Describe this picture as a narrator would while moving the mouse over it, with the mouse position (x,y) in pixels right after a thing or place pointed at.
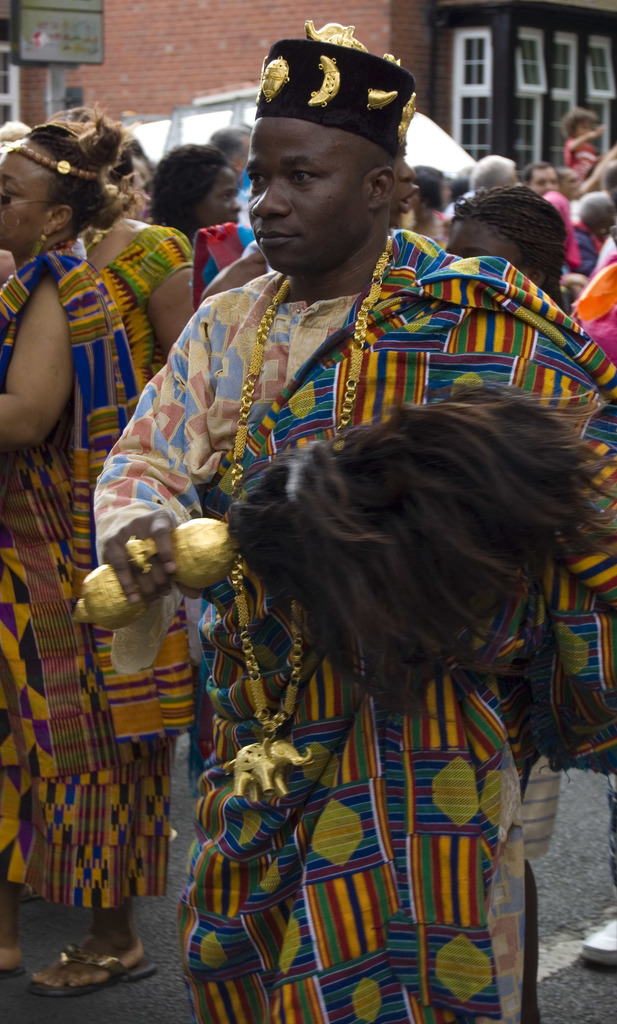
In this image I can see the group (300,434) of people standing and wearing the different color dresses (176,420). And I can see one person (311,124) with the cap (286,65). These people (144,690) are on the road (112,1002). In the back (50,97) I can see the board (84,55) and the building (193,58).
